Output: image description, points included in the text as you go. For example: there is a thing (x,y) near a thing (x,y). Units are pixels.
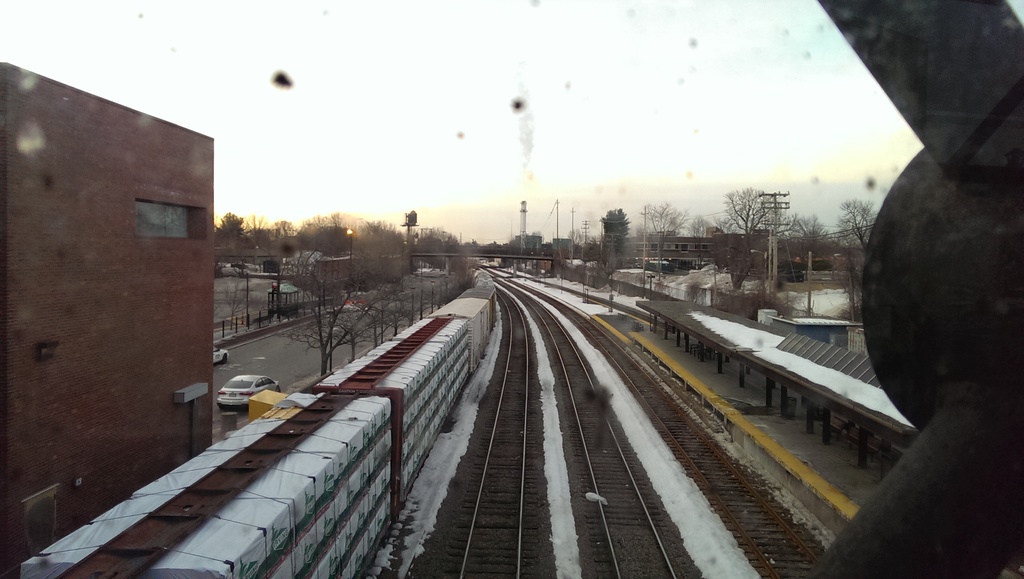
In this image we can see a train (419,366) and railway tracks (480,439). There are vehicles (239,395) on the road (216,363) and we can see a box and the black color object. And we can see the trees (363,267), current poles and sky (427,60).
